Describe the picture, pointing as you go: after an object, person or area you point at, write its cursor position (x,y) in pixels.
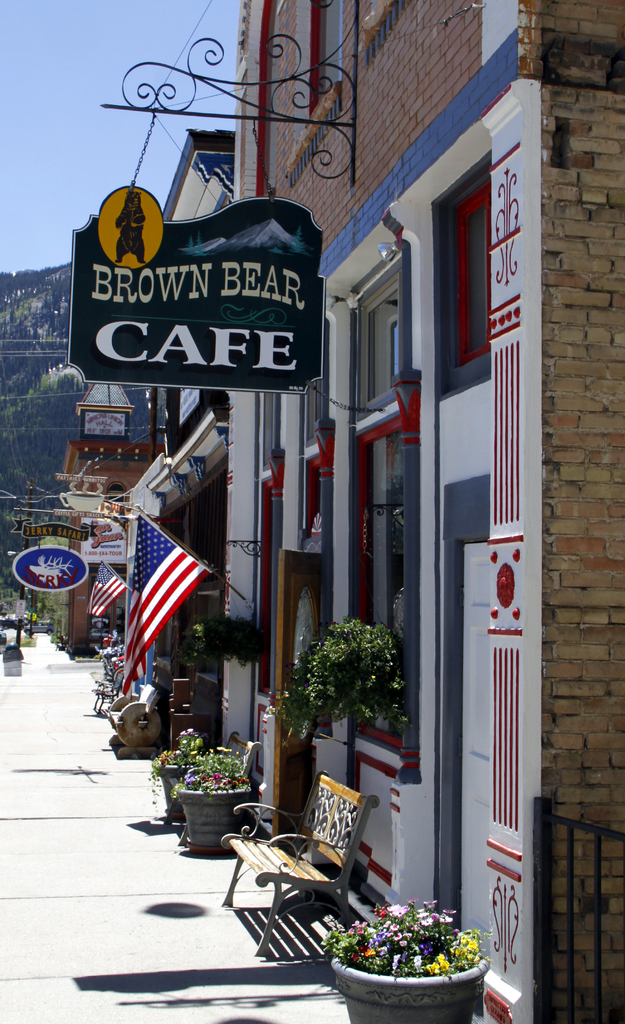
In this picture there are buildings (239,561). In foreground (108,238) there is a board (242,366) on the building (567,483) and there is text (195,275) on the board (221,298) and there are flags (139,661) and there are benches (114,682) and there are flower pots (443,1017). At the back (21,438) there are trees (33,294) on the mountain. At the top (137,22) there is sky (207,16). At the bottom (184,855) there is a road (45,711). At the bottom right (546,1021) it looks like a railing (596,986).
